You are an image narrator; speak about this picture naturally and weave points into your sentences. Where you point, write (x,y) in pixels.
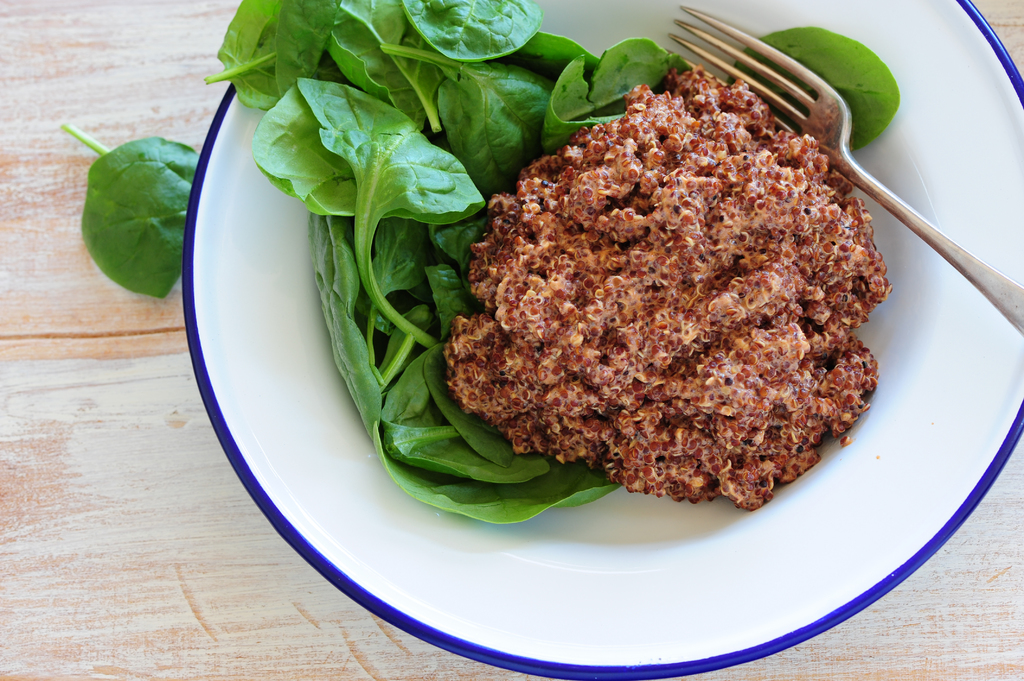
In this image I can see a cream colored surface (119,471) on which I can see a green colored leaf (119,247) and a white colored plate (251,437). On the plate (306,472) I can see few leaves (418,444) which are green in color, a fork (975,264) and a food item (660,303) which is brown in color.
